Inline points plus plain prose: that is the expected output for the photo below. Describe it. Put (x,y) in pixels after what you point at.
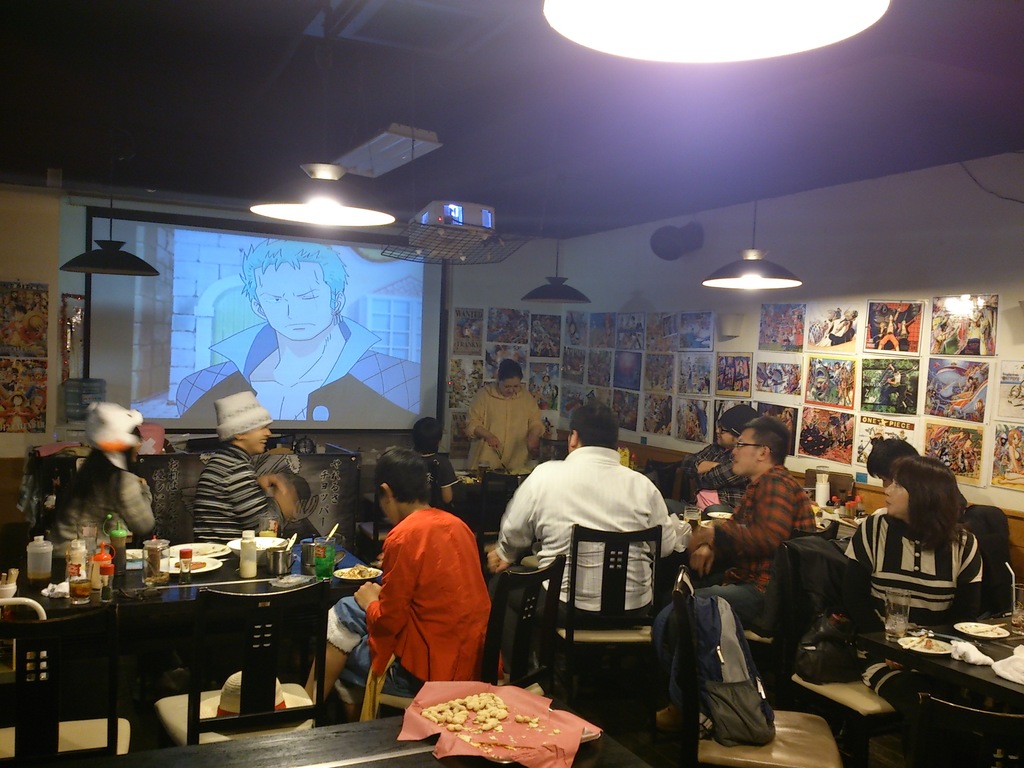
In this image there are group of persons (524,494) sitting on the chairs (509,596) and at the top of the image (312,208) there is a projector screen (380,278), projector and lights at the right side of the image (788,406) there are paintings (819,343) attached to the wall (712,405).
